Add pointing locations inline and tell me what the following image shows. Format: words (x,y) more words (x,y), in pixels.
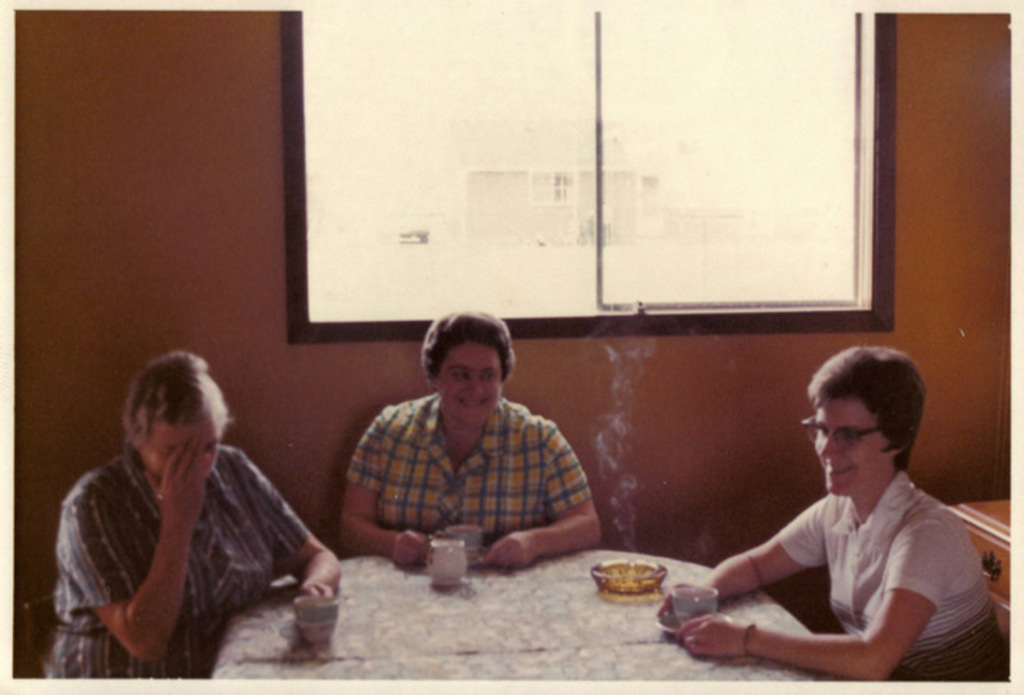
In this image i can see three persons (215,479) sitting there are three glasses (695,615) on table (342,602) and a bowl (633,581) at the back ground (761,392) i can see a window (694,291) and a wall (735,401).
